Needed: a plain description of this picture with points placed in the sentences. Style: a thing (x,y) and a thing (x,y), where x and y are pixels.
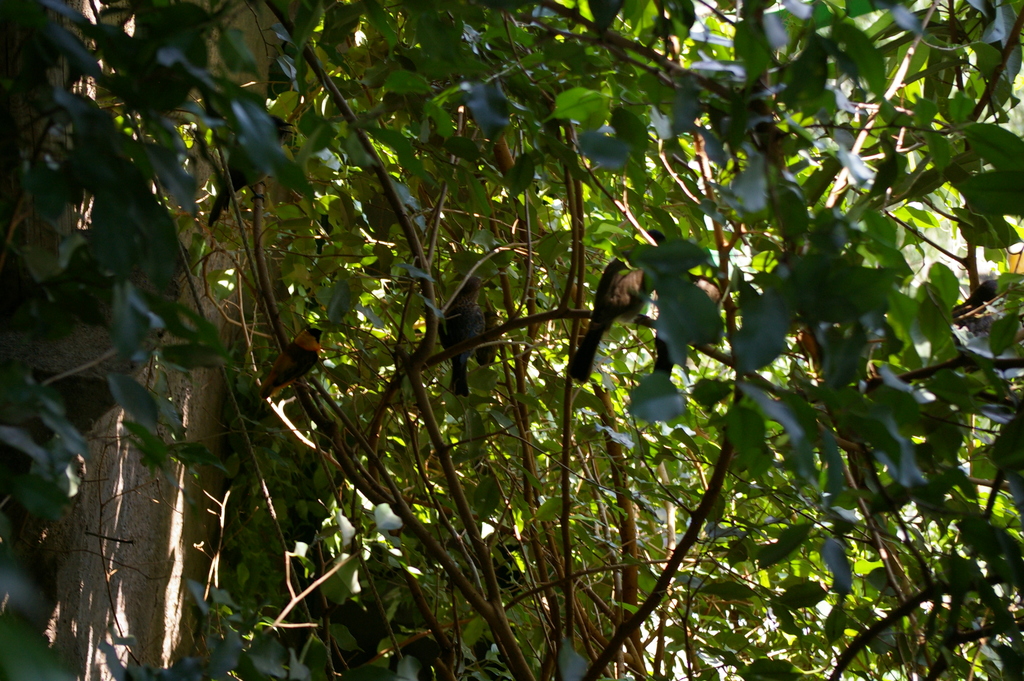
In this image I can see few birds (466,321) sitting on the tree (421,353). These birds (465,362) are in black and brown color. And the tree (443,234) is in green color.
